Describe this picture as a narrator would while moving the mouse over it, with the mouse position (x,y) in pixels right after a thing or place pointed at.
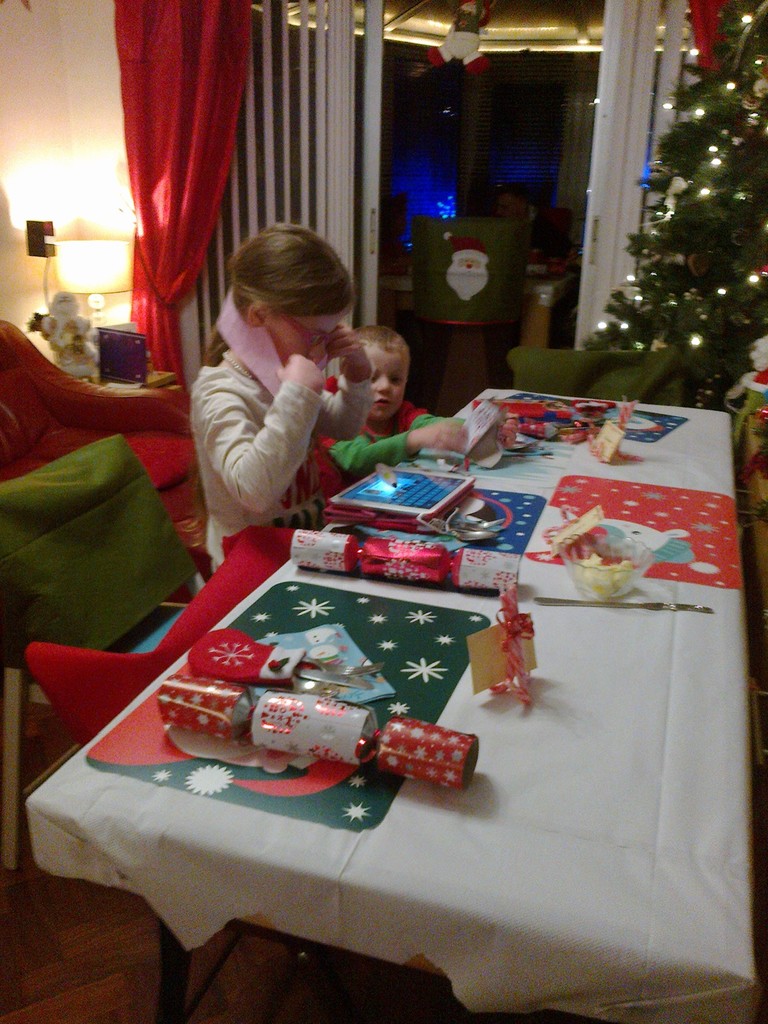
This is the picture inside of the room (363,607). There are two persons (443,438) standing at the table (547,580). The table (541,771) is covered with white color cloth (616,698). At the back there is a door (478,147), at the right side (596,347) there is a tree (698,378), at the left (189,47) there is a curtain (174,323), sofa (45,400) and lamp (86,292).
